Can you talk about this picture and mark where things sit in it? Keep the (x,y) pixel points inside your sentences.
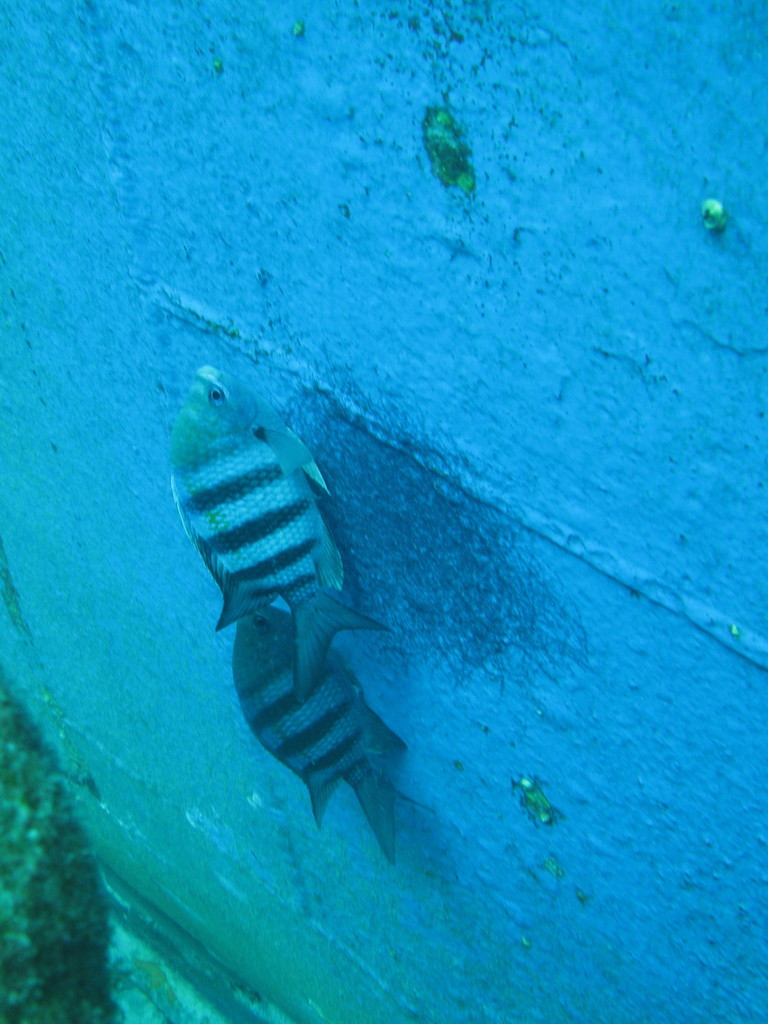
These are fishes (302,641), this is wall (522,378).
